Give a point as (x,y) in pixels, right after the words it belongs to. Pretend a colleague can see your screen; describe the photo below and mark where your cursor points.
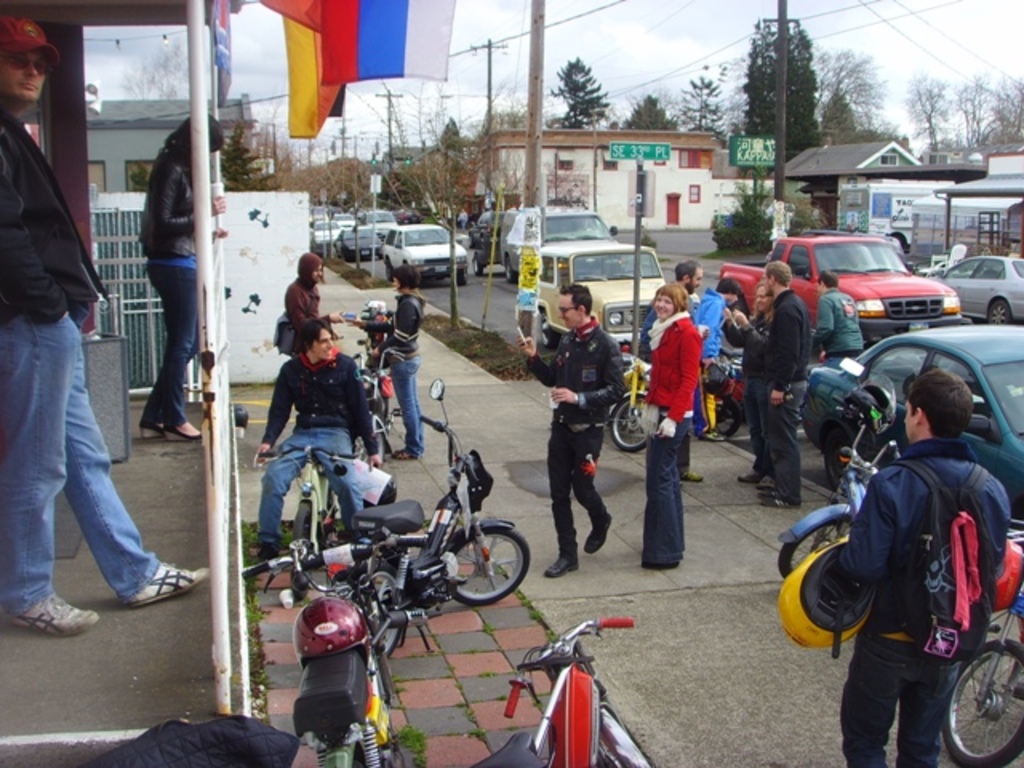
In this image, we can see a group of people (932,410). Few are standing and sitting. Here we can see few vehicles (997,631), trees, houses (1018,203), poles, grill (926,311), walls (254,291). Background (683,51) there is a sky (637,35). here we can see few people (670,377) are smiling.
